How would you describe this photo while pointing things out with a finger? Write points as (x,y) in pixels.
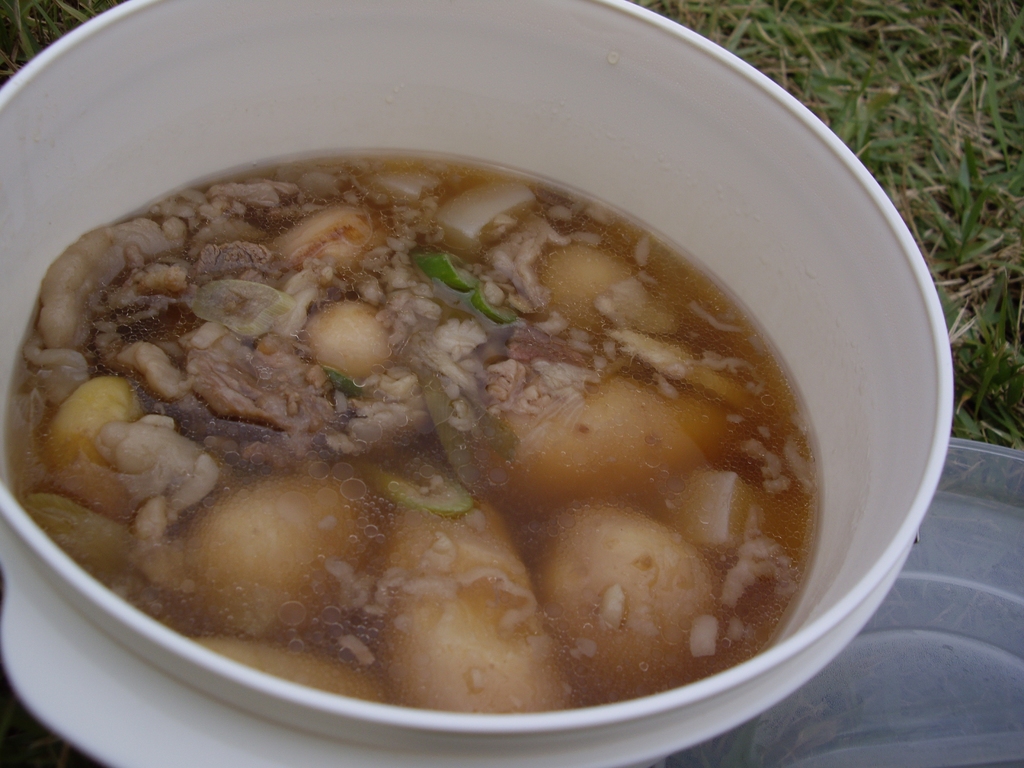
In this image I can see a white colored bowl (567,108) with food item (474,322) in it which is brown and green in color. I can see some grass (936,137) on the ground (953,118).
